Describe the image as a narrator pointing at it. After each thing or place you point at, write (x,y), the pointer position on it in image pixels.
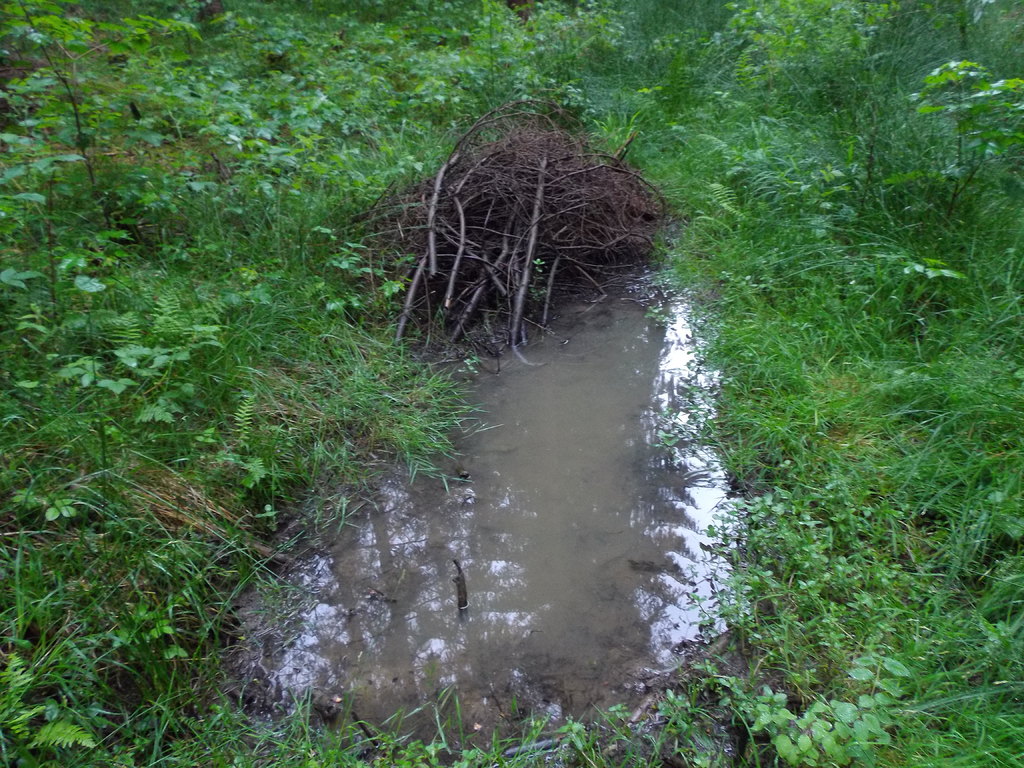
In this image I can see a muddy pool (606,553). Around this I can see the grass (178,227) and plants (758,184) and also there are some sticks (506,179).
